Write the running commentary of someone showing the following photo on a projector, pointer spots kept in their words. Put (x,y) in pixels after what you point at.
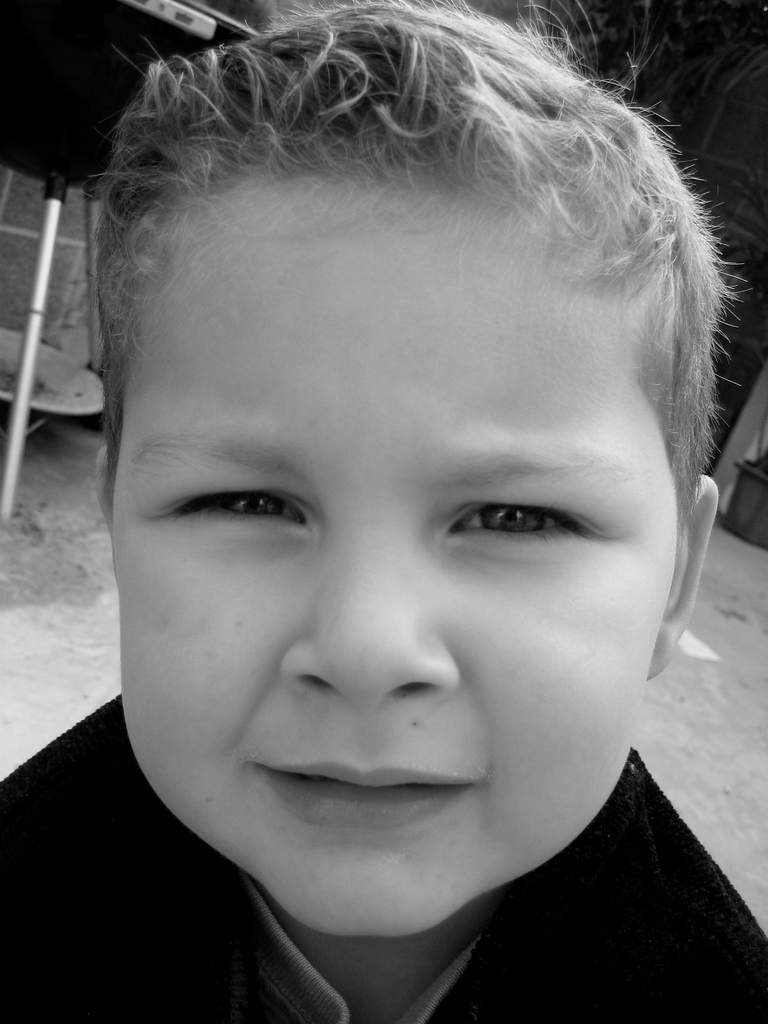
This is a black and white picture. I can see a boy (356,419), and in the background (228,15) there are some objects (595,22).
